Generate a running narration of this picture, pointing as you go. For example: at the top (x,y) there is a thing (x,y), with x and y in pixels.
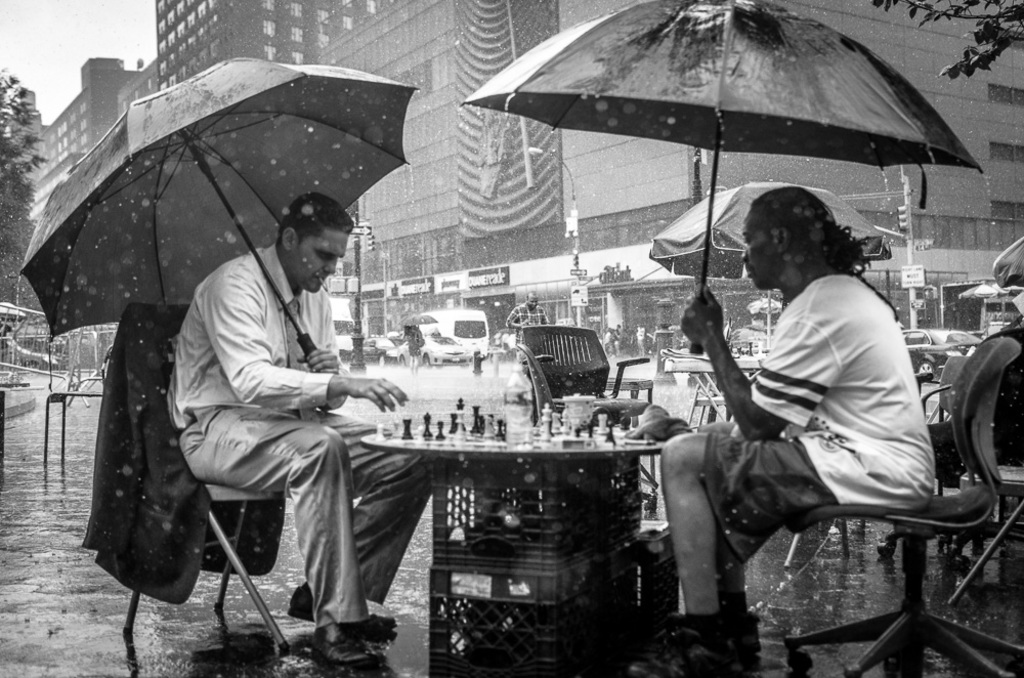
In this image, few peoples (685,488) are there. Few are sat on the chair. They are holding umbrella (272,78). And the middle we can see boxes (541,502), table (513,452) and chair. The background, there is a building (626,336), few vehicles (463,318) are passing. On left side (27,186) and right side (1009,10), there is a tree (997,2).
